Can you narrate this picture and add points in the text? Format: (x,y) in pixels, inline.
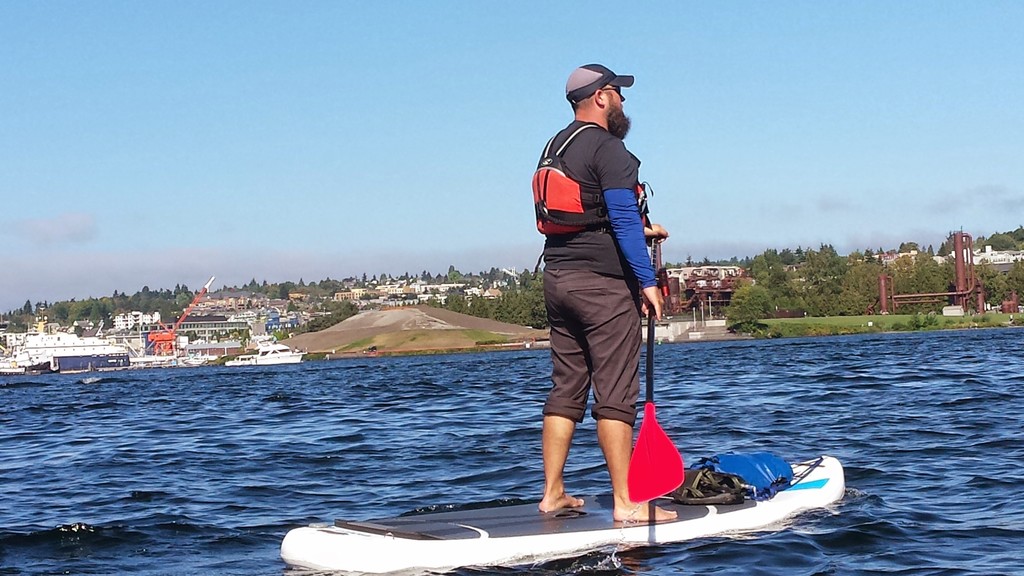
In this picture there is a man (614,93) who is wearing cap (599,75), t-shirt (583,149), life jacket (583,221), trouser (572,308) and holding a paddle (673,482). He is standing on the paddleboard (772,510), beside him i can see the water (966,501). In the background (92,315) i can see the crane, many buildings (231,317), trees (184,308), poles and mountain (353,327). On the left (291,156) i can see the sky (144,240) and clouds (58,267). Near to the beach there is a boat (251,358).
